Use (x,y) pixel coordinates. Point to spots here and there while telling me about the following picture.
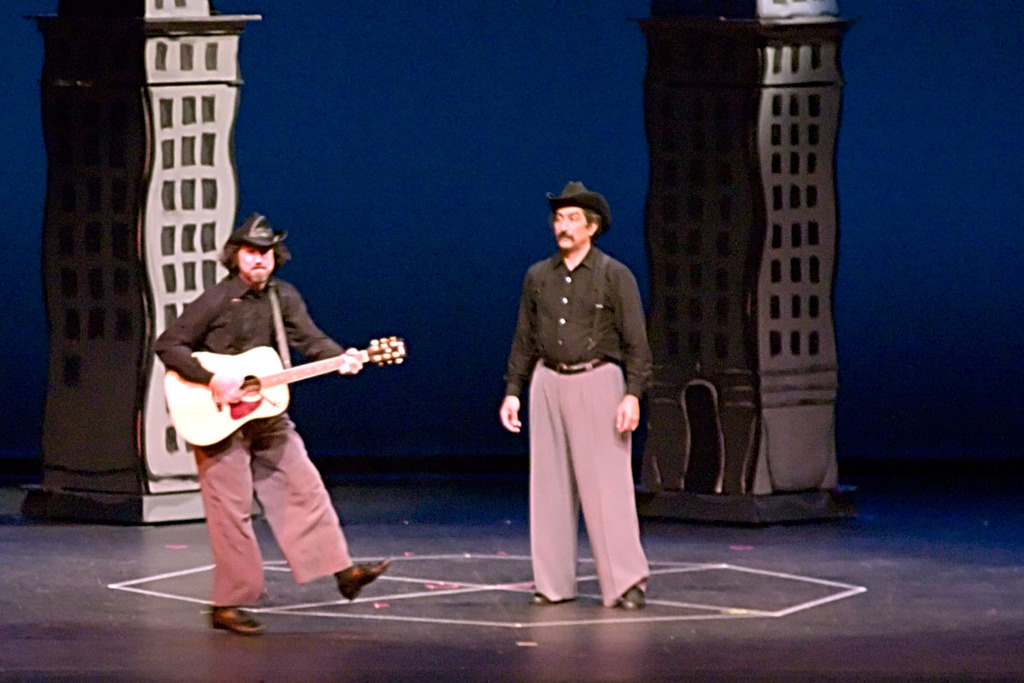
In this image there are two men (546,485) standing on the stage (436,623). While one man (270,431) is holding the guitar (256,387) with his hand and another man (549,322) is standing and looking at the person (302,335) who is playing the guitar (275,382). At the background (763,67) there are two towers (733,43).
